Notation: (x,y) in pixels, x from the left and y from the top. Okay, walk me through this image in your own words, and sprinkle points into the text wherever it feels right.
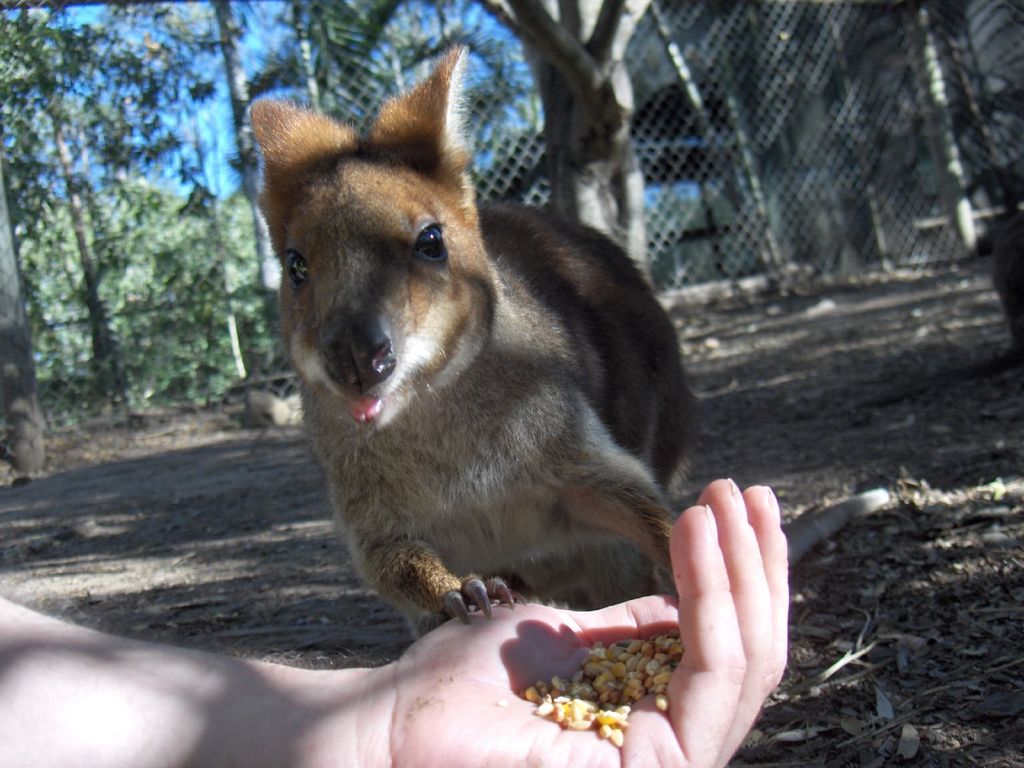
This picture is clicked outside. In the foreground (55,700) we can see the hand (487,687) of a person (474,699) holding some food item (605,677) and there is an animal (506,385) seems to be standing. In the background (21,52) we can see the sky (187,123), trees (169,91), poles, metal rods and some plants (167,358).
